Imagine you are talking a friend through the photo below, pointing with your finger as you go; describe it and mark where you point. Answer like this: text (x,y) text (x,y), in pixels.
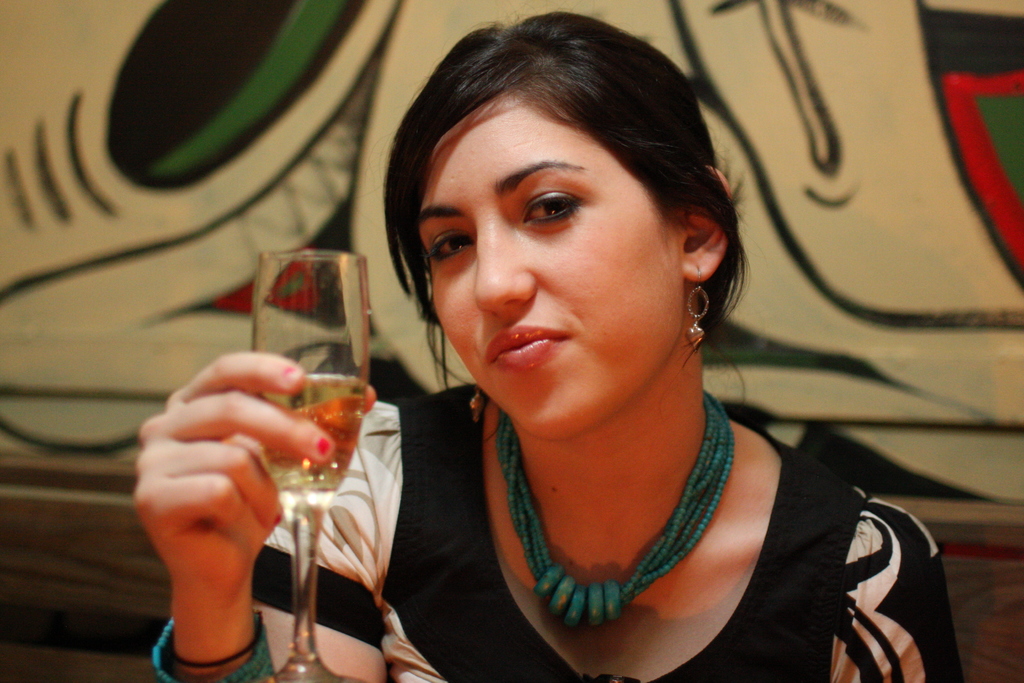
A lady (858,579) with black dress (841,611) is sitting. In her hand (157,531) there is a glass (297,524). Around her neck (499,467) there is a chain (510,443).
